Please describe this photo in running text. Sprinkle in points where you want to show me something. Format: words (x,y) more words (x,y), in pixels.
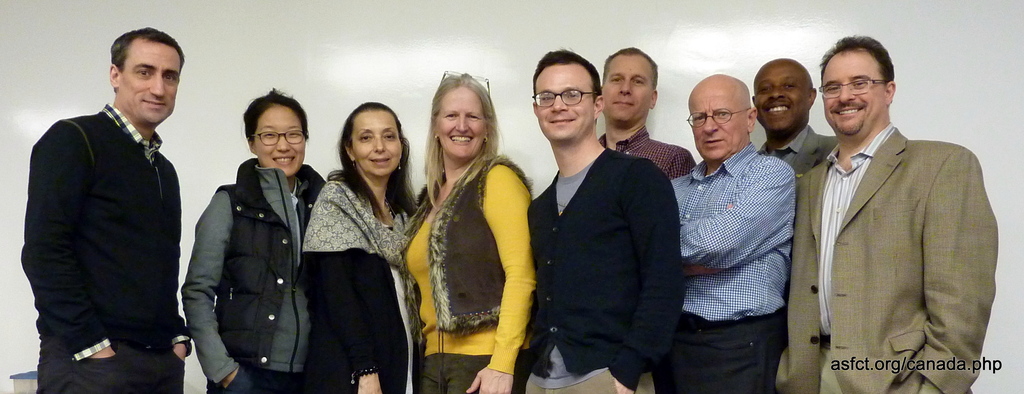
In this picture there are group of people (506,232) standing and smiling. At the back (499,34) it looks like a wall (592,39). At the bottom right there is text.
